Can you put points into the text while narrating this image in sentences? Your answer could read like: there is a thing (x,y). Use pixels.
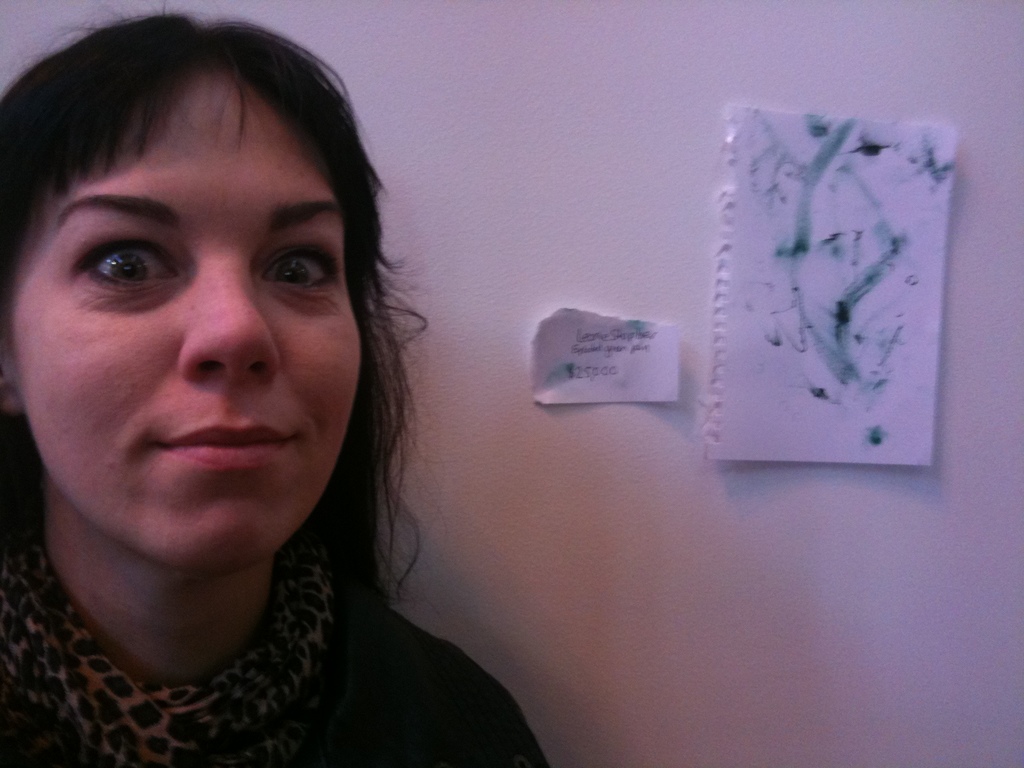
In this image we can see the person (208,398) standing near the wall (466,552) and there are papers (806,269) attached to the wall (787,77).
